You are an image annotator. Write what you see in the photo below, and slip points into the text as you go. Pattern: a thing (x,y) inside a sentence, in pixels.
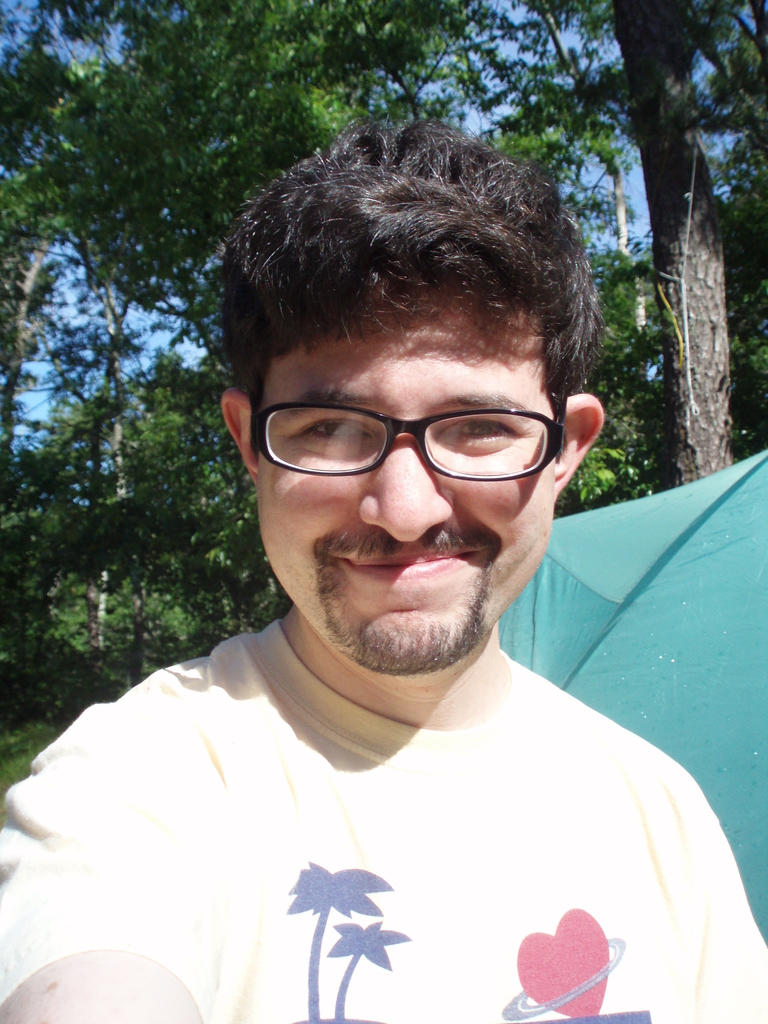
This man (403,649) is smiling and wore spectacles (374,418). Background (201,78) there are trees (176,179).
